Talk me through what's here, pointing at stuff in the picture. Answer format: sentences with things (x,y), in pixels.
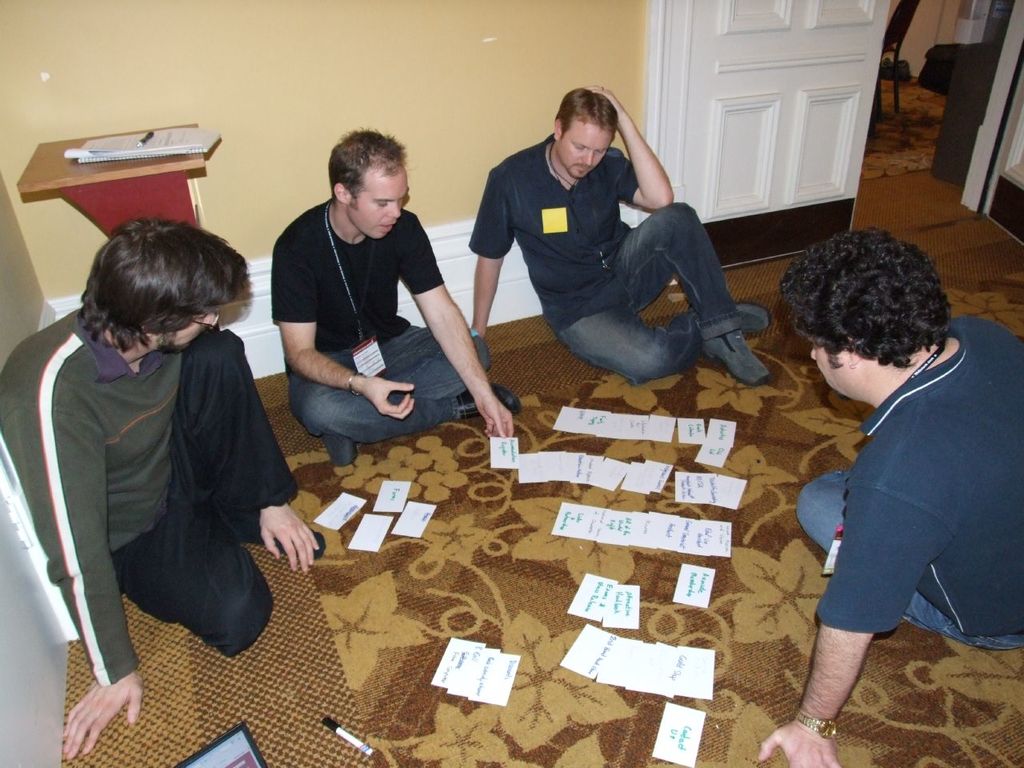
This picture is taken in a room (774,659), In that there are some people (822,624) sitting on the ground (755,605), there are some papers (699,661) which is white color on the ground (435,639), In the background (136,179) there is a brown and red color desk (148,161), There is a wall (313,56) in cream color and there is a door (766,85) of white color.
